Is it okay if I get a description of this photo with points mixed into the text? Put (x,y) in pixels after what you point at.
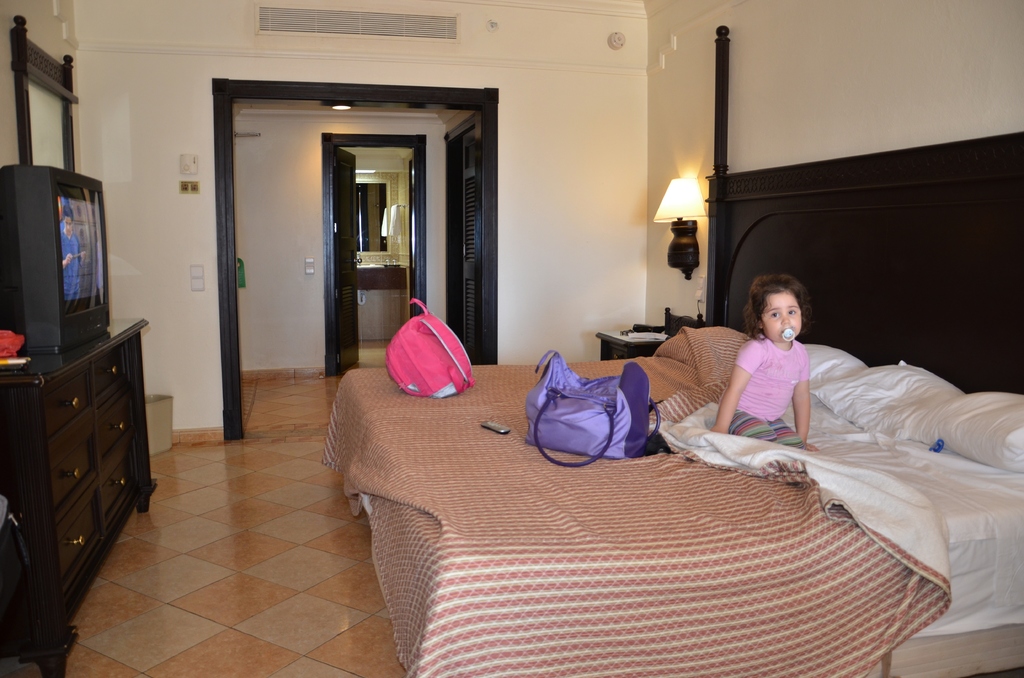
In this picture there is a girl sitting on the bed (938,492), there is a blanket (799,545) and pillows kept on the bed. There are also some bags (424,345). To the left (82,221) there is a television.
